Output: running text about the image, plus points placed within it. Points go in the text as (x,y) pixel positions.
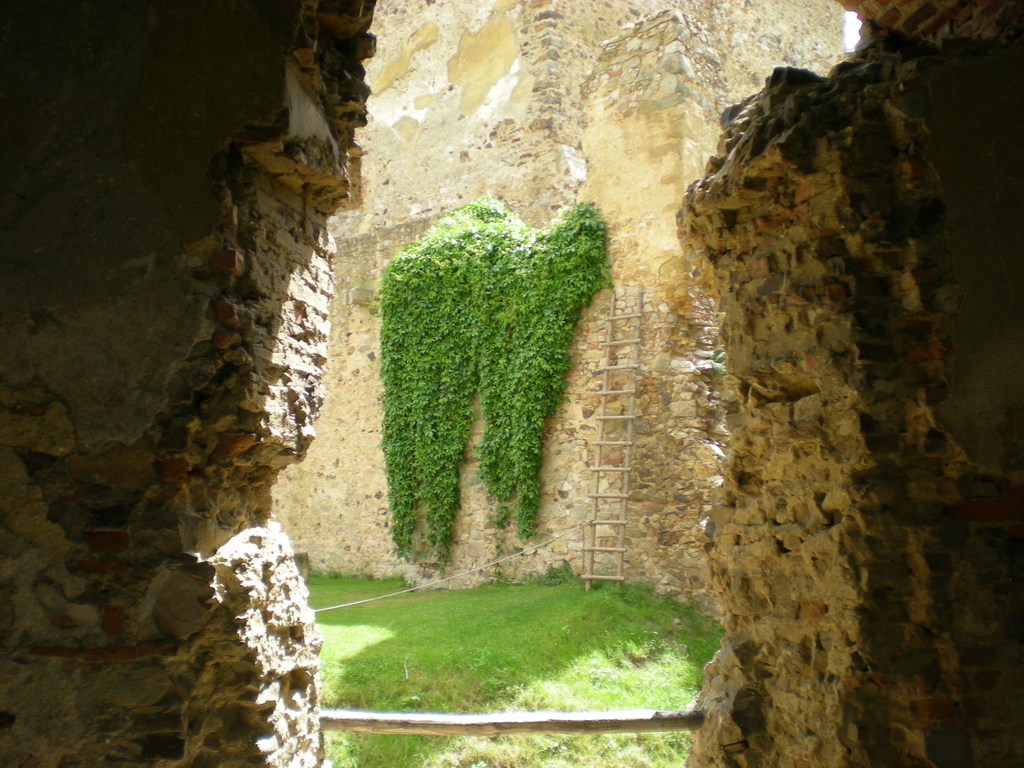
In this picture there is greenery (481,341) and a ladder (628,367) in the center of the image (633,352) and there are rocks (703,369) around the image.
